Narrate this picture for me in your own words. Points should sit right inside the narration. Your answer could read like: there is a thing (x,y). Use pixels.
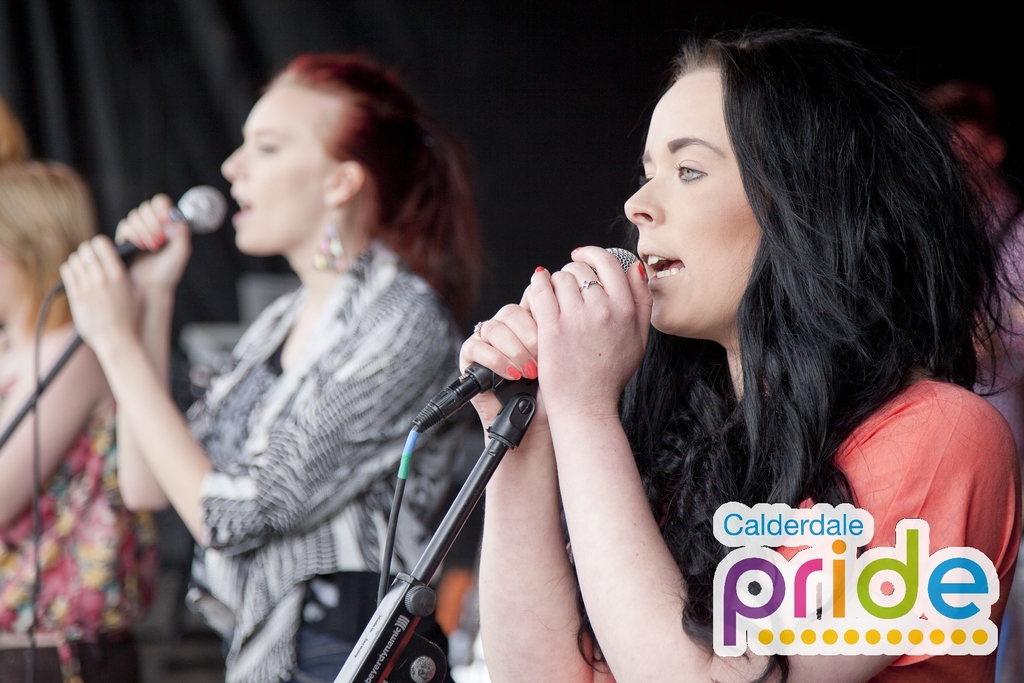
There is a woman (1014,485) on the right side (713,105) holding a microphone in her hand (611,285) and she is singing a song. There is another woman (373,257) on the left side (254,151) and she is also holding a microphone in her hand (173,268) and she is singing.
